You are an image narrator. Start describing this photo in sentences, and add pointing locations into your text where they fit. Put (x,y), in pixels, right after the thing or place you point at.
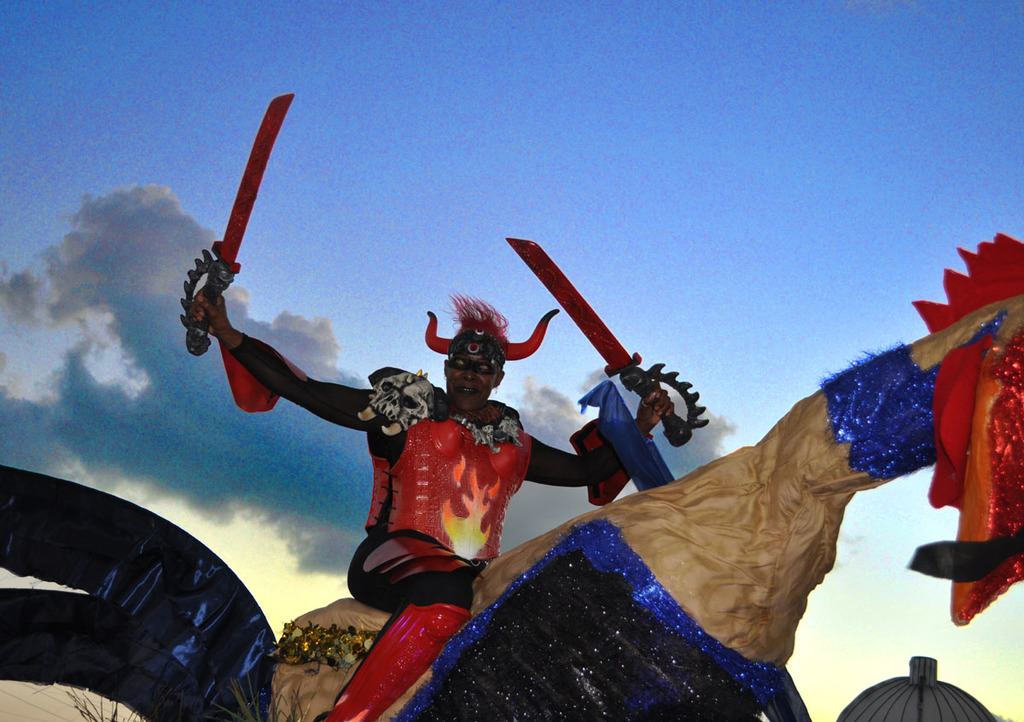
In this image we can see a person (441,453) is sitting on an object (212,636) and holding swords (206,274) in the hands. In the background (953,700) there is an object (898,692) and clouds (187,354) in the sky (298,331).
